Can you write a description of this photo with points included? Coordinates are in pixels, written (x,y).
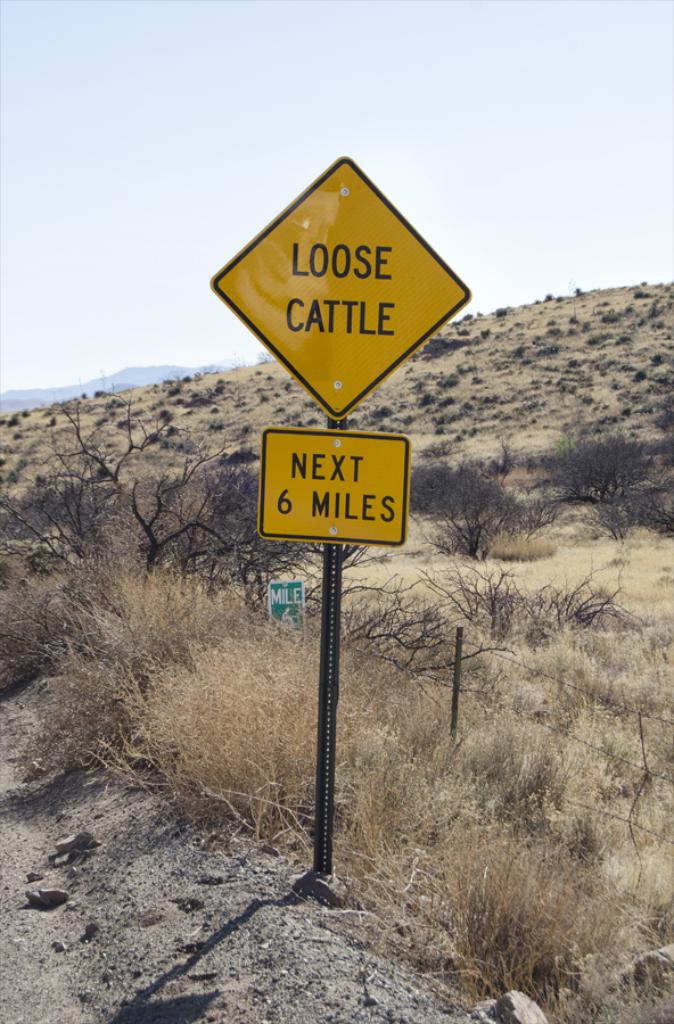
In this image there is a land (313,906) and a pole (339,422) for that pole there are boards (332,413), on that board (337,410) there is some text (360,459), in the background (454,490) there are plants (427,501) hill (671,355) and the sky (358,126).
